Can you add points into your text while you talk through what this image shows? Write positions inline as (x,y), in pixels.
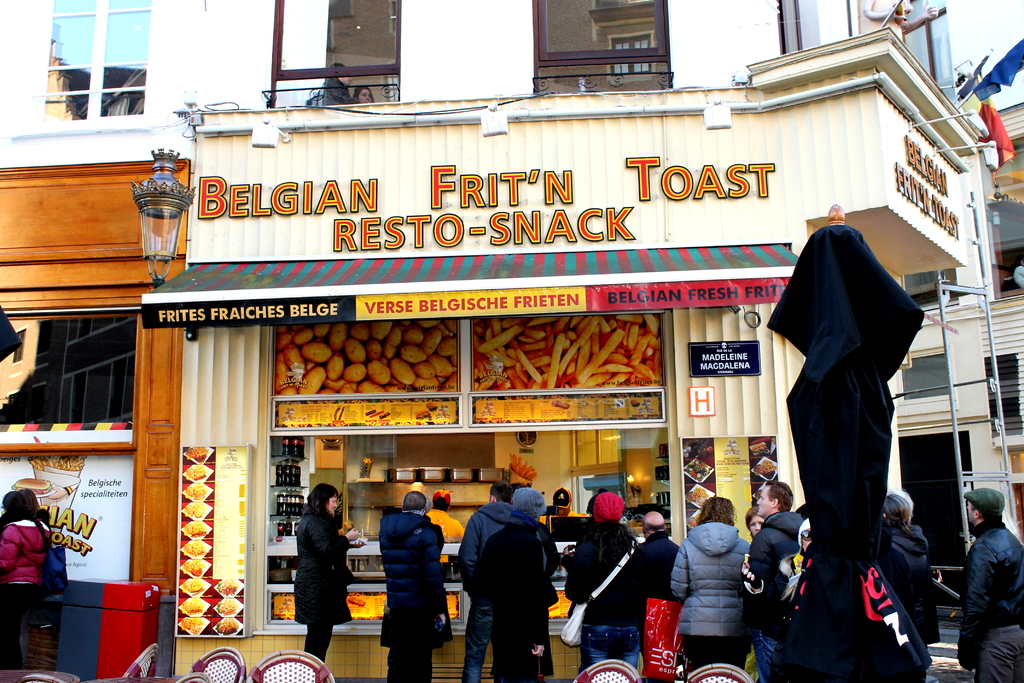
This image consists of a store (536,385). There are some persons (762,512) standing at the bottom (914,608). There are flags (987,92) on the right side (978,82).
